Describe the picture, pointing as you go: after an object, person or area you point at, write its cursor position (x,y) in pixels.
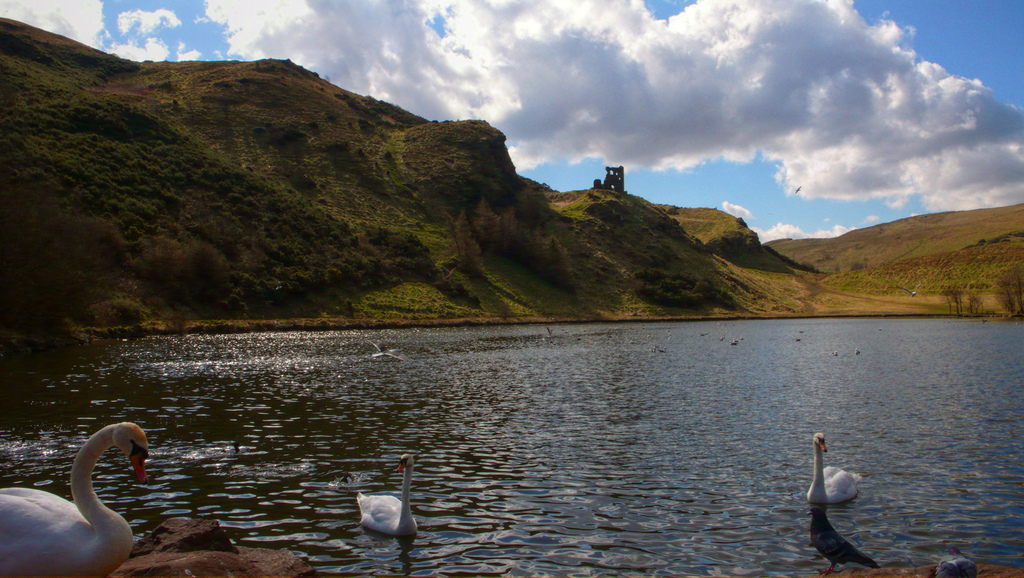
This image is taken outdoors. At the top of the image (313,22) there is a sky (654,70) with clouds (787,111). In the middle of the image (544,216) there are a few hills (346,293) and there are a few plants (957,289). At the bottom of the image (553,454) there is a pond (683,451) with water (510,514) and there are three swans (84,466) in the water (295,467) and there is a rock (203,570).
